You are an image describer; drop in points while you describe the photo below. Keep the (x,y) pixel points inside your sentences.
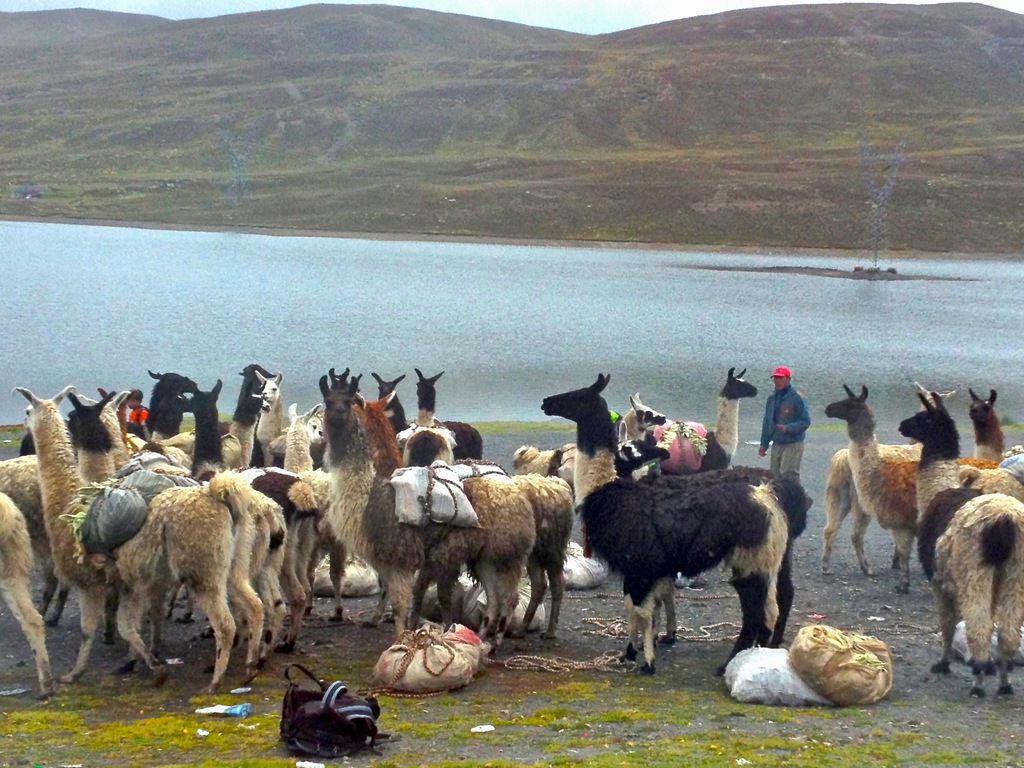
In the image we can see there is herd of animals (504,538) standing on the ground (672,691) and they are carrying load (127,511) at their back (478,499). There is a person (791,410) standing and he is wearing red colour cap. Behind there is river (550,279) and there are hills (605,137).
